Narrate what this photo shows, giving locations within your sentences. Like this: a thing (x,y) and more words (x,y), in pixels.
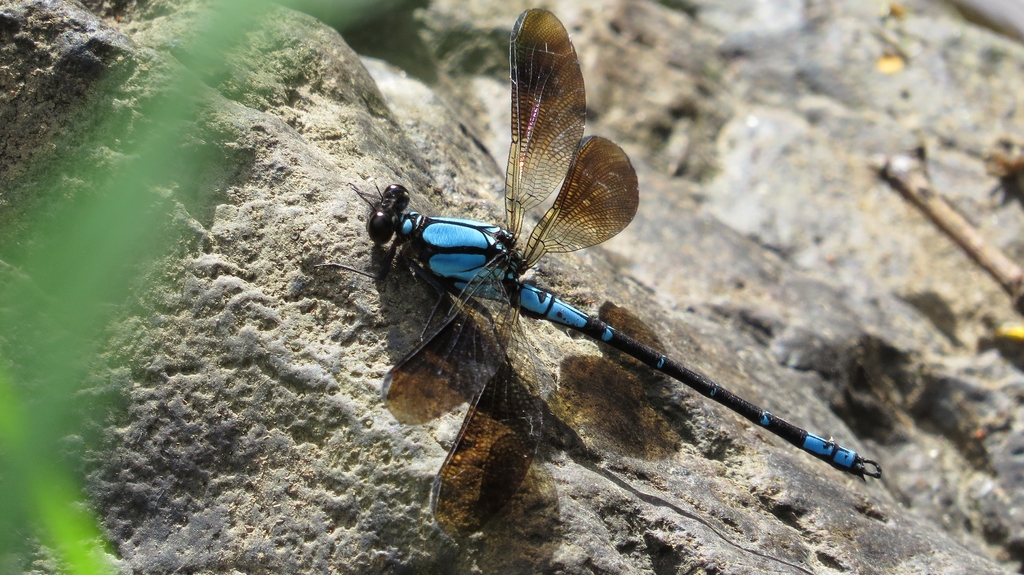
In the center of the image (364,240) we can see one rock (343,373). On the rock (382,302), we can see one dragonfly (503,267), which is in blue, black and brown color. On the left side of the image (99,317), we can see the green color. In the background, we can see it is blurred.
